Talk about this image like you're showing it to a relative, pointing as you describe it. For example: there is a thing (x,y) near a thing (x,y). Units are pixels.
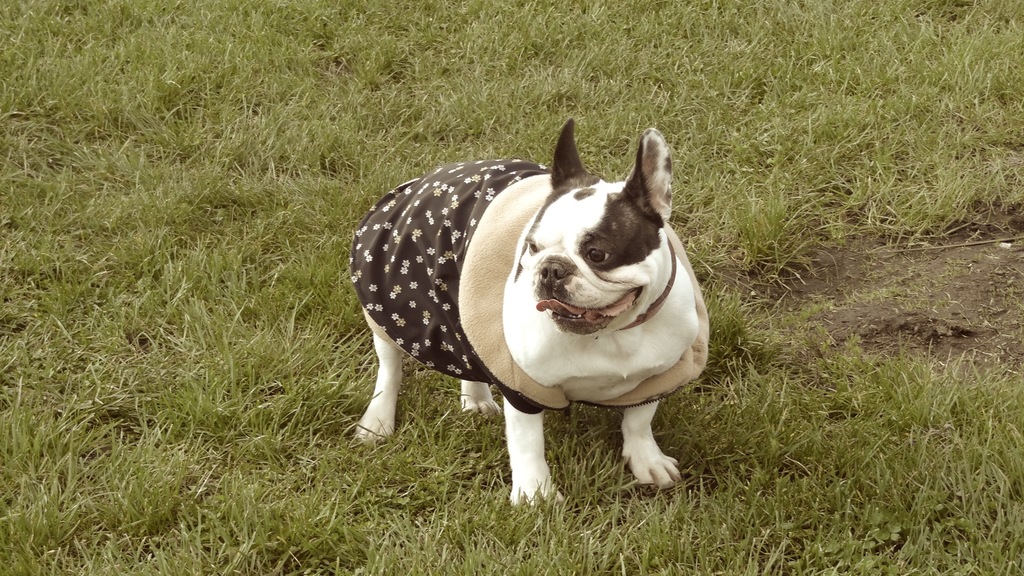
There is a dog (645,212) on green grass (74,411).
